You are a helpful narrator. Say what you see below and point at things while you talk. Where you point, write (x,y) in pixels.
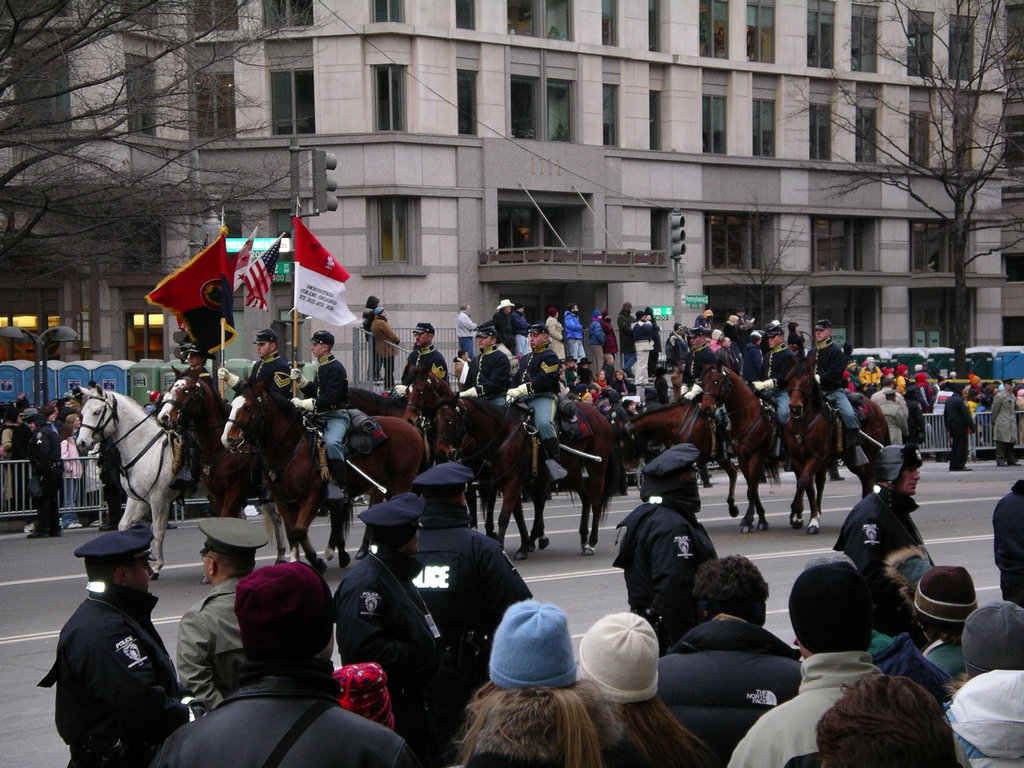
At the bottom of the image (83,618) few people (167,760) are standing. In front of them few people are riding horses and holding flags (312,300). Behind them few people (949,407) are standing and there is fencing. Behind the fencing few people (998,389) are standing and watching. At the top of the image (667,15) there are some trees (965,268), poles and building (315,18).
